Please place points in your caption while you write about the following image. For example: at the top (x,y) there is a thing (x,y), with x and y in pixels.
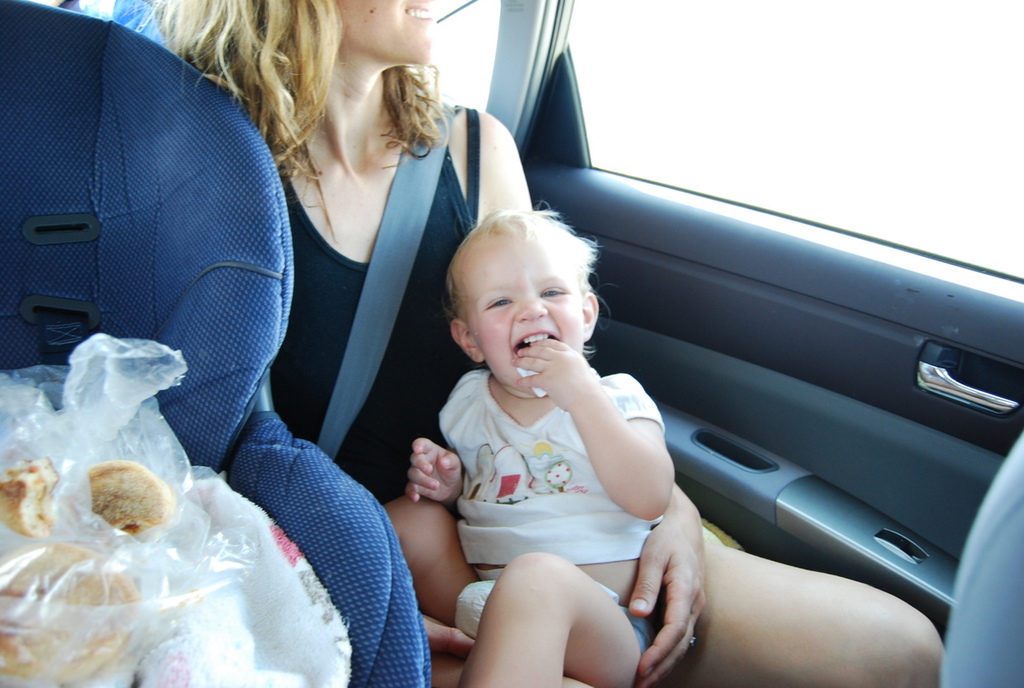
In this picture I can see a woman (277,82) sitting in the vehicle (717,473) and holding a baby (509,342) and looks like a car seat (0,170) on the left side (133,435) and I can see few clothes (202,610) and some food (22,478) in the car seat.
